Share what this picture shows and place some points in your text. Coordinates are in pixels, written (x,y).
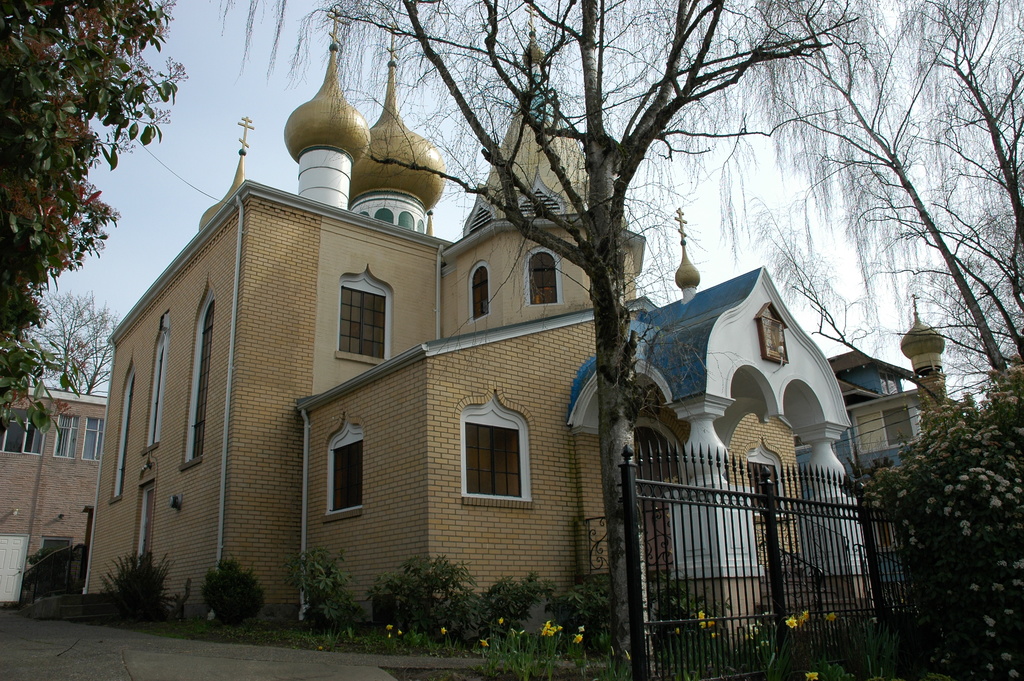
In this picture I can see buildings (433,337), trees (16,8) and few plants (374,590) and I can see metal fence (850,518) and a cloudy sky (163,68) and I can see few flowers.
